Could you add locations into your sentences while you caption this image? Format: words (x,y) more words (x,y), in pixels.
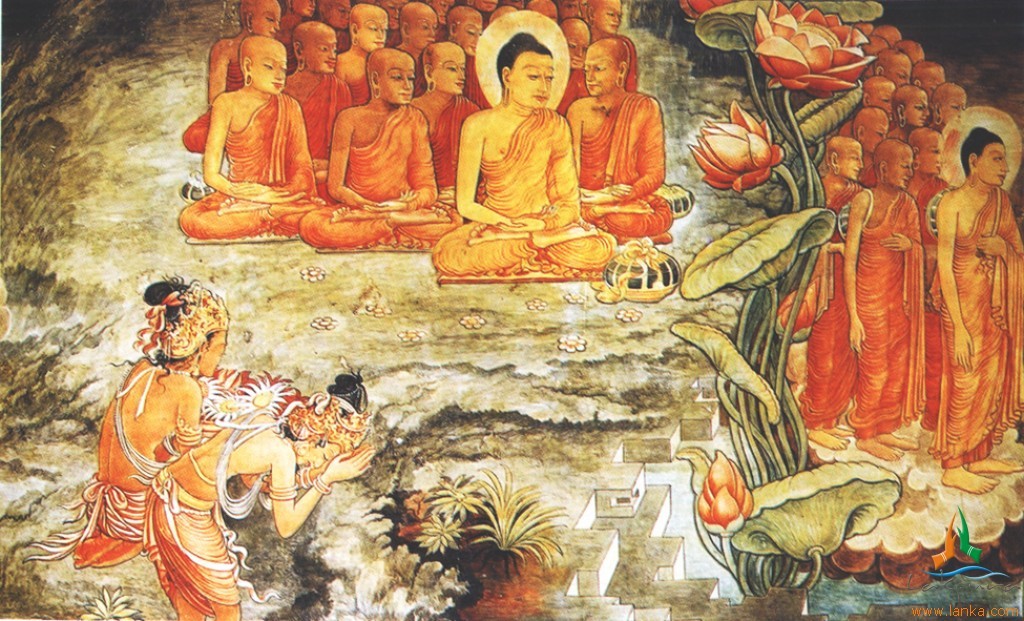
In this picture we can see painting (155,435) of people (211,429), flowers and leaves (817,503). In the bottom right side of the image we can see text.
